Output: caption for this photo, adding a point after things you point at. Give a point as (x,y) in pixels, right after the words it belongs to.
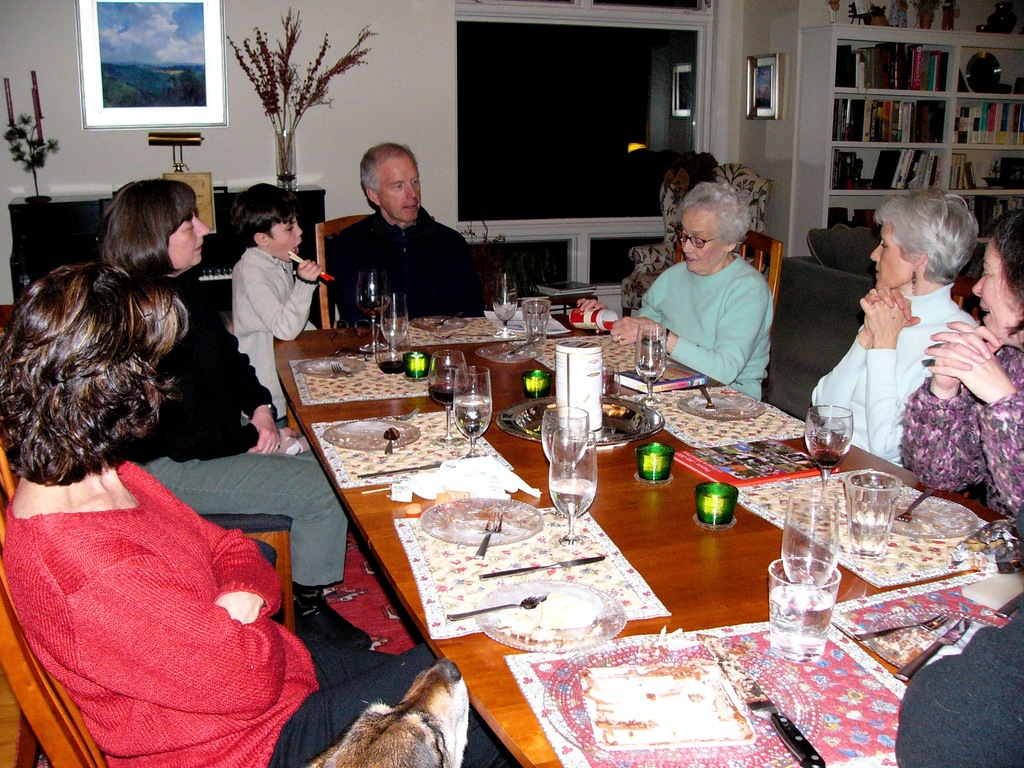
In this image, we can see a table (668,546). That is dining table (619,514). On top of the table (604,501), we can see plates (478,509), spoon (391,441), fork (486,537), knife (800,735) and glass (818,649) with water (811,626). There are candles (726,514) on the table (757,550). And few people (747,314) are sat on the chair (40,675) around the table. And bottom of the image (386,760), there is a dog (395,743). Beside the table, the boy (272,302) is standing holding a stick (301,261). We can found piano (221,274) on the left side of the image (216,274). And there is a photo frame (183,97), flower vase (285,144) here. And there is a candle (38,107) here. We can found bookshelf (953,130) on the right side of the image (962,167). And couch (840,274) here.
